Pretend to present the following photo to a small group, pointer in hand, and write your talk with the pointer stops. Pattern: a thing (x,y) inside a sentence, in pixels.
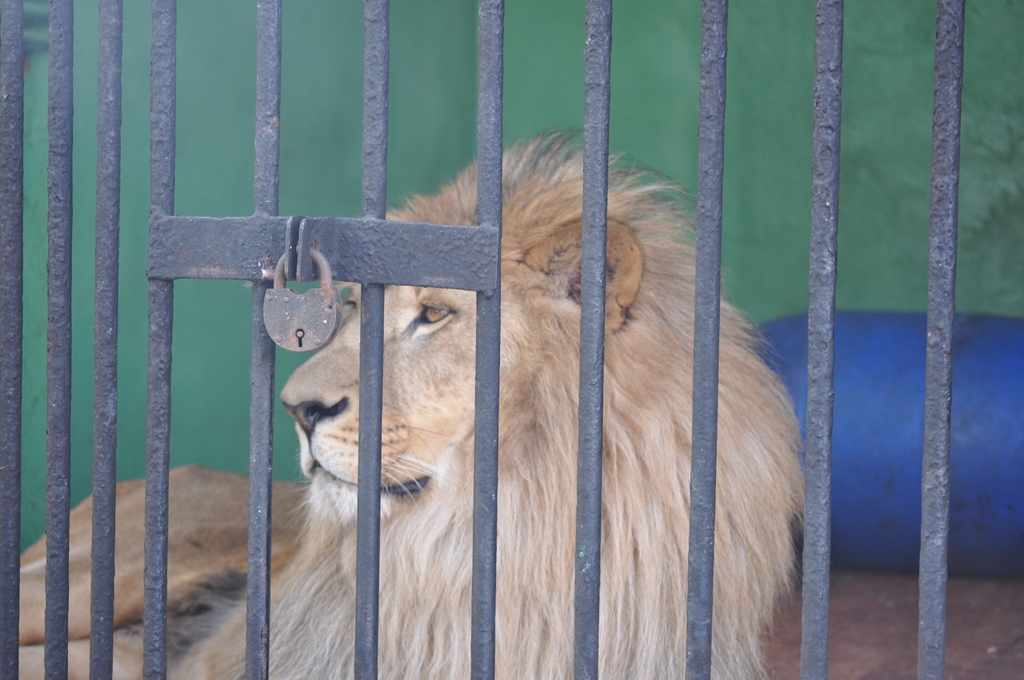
In the picture we can see a lion (756,468) in the cage (62,112) and the cage (706,503) is locked and behind the lion (739,510) we can see a blue color barrel (850,348).
